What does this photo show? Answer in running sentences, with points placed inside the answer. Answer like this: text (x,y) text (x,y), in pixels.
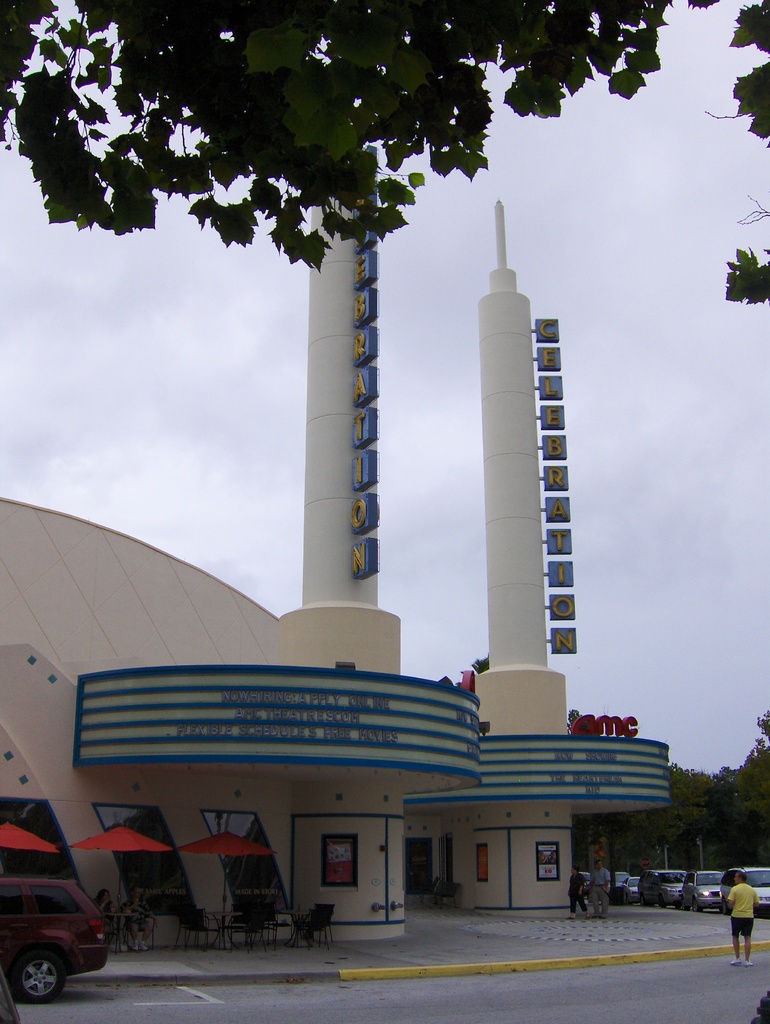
In this picture we can see a building (224,827), umbrellas (3,827), tables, chairs (315,906), trees (687,784), vehicles (768,898) on the road (445,1002) and some people (733,962) and in the background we can see the sky (680,281) with clouds (570,308).
